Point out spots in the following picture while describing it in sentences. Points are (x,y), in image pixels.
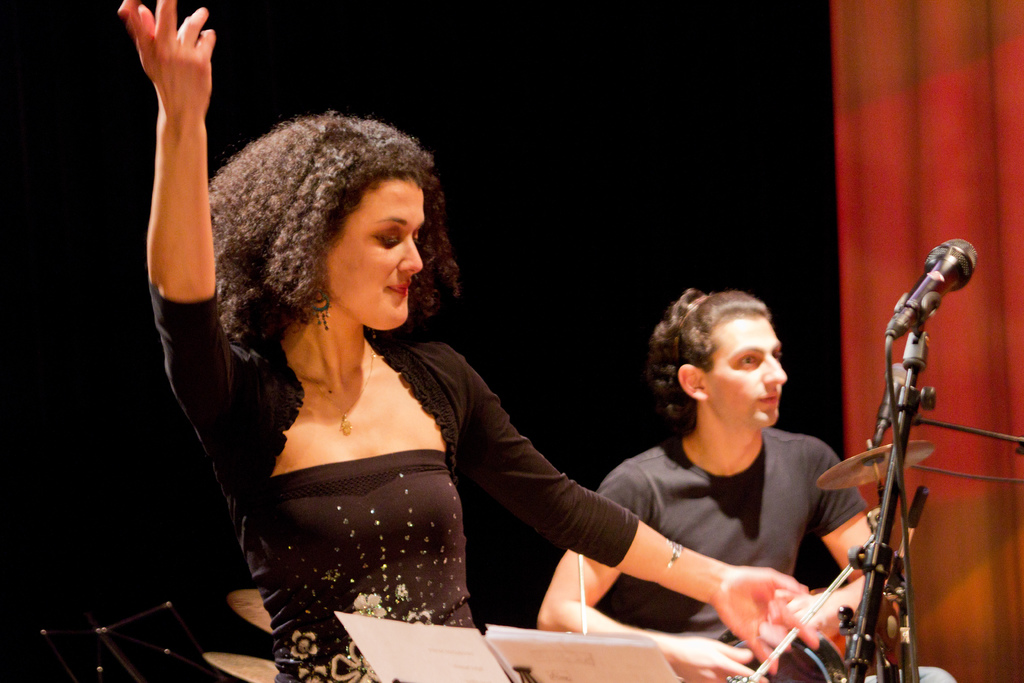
In this image we can see few people (753,654). There are few musical instruments (838,636) in the image. There are few objects (876,611) at the right side of the image (877,600). There is a curtain (913,196) at the right side of the image (915,165).
